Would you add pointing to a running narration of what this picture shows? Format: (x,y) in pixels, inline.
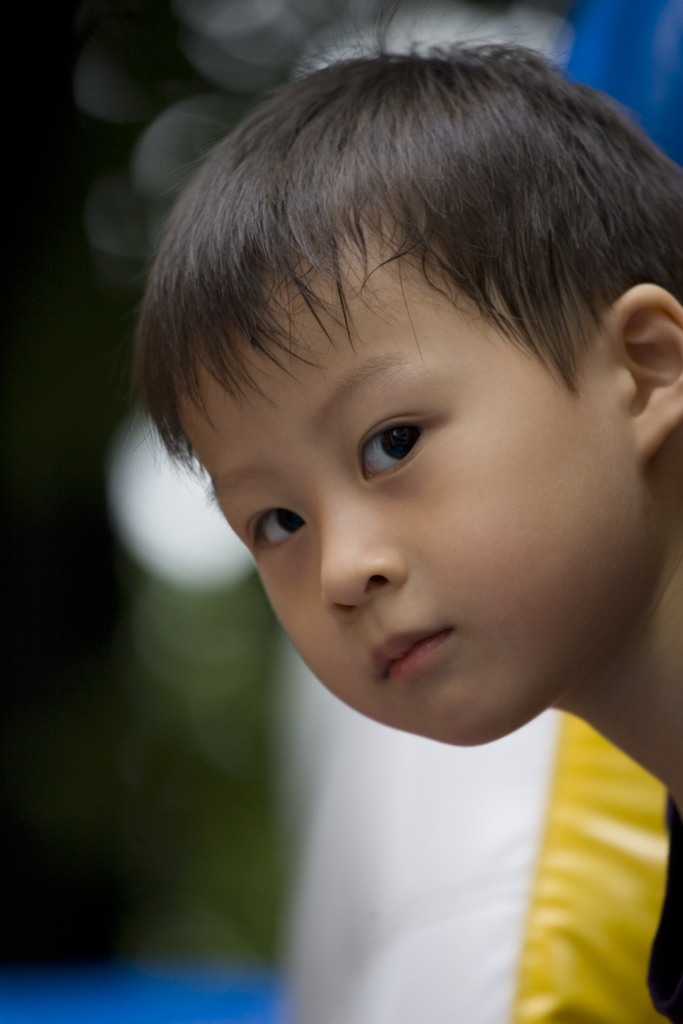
In this image we can see a boy (449,567). The background of the image (94,114) is blur.
